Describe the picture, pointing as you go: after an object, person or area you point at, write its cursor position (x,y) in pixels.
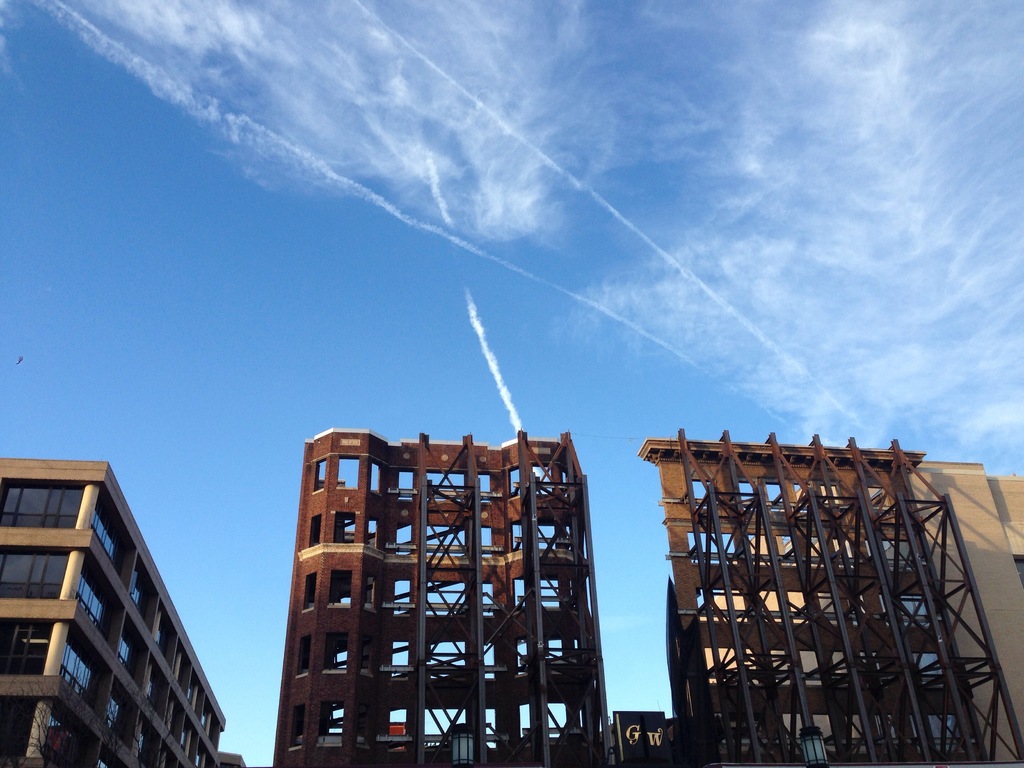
In this image, we can see buildings (763,634) and at the top (296,121), there is sky (726,179).
